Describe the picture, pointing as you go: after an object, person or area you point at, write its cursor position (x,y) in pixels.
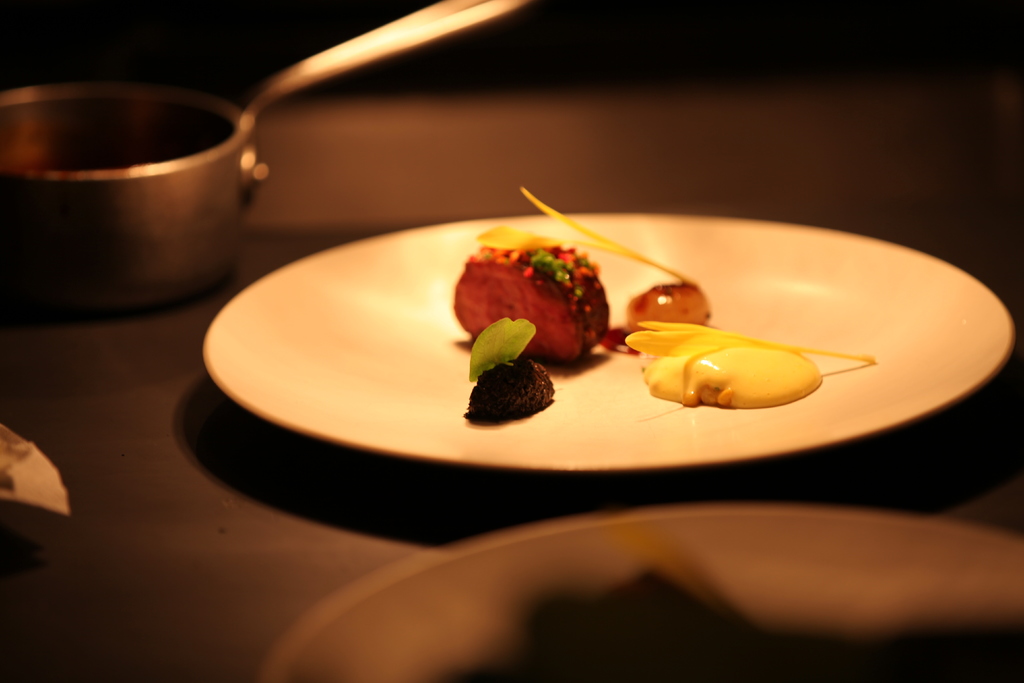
Here I can see a table (139,521) on which two plates (368,407) and a bowl (157,218) are placed. On the plates (565,405) I can see some food items (646,610).
